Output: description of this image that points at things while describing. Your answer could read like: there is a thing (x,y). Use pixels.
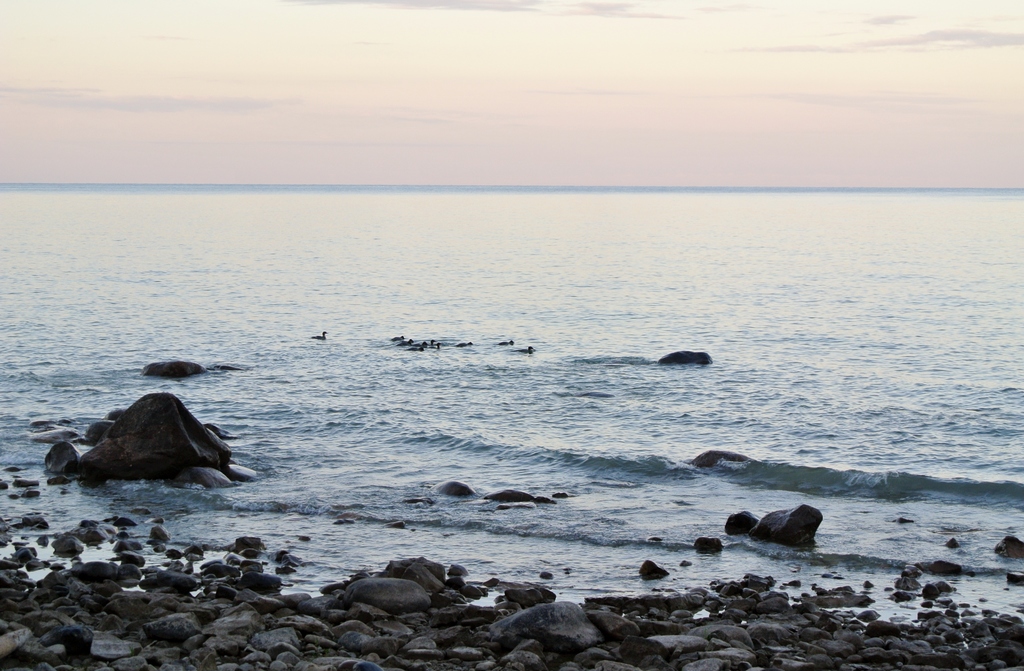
In this image there is the water (596,316). In the center (437,345) there are ducks (437,345) swimming in the water (454,344). At the bottom (224,557) there are rocks (209,607). At the top (449,51) there is the sky (338,98).
